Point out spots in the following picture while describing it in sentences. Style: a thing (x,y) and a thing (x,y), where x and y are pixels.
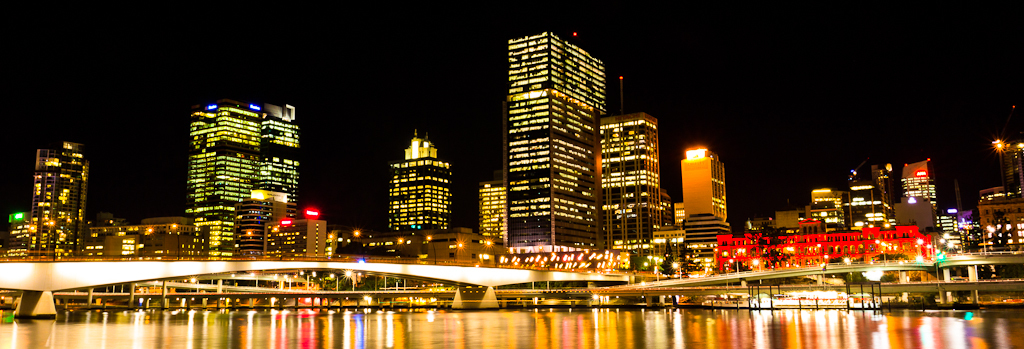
In the foreground (100,324) we can see the water (649,317). Here we can see the bridges (555,277). In the background (648,204), we can see the tower buildings (577,140). Here we can see a dark sky (425,102).
